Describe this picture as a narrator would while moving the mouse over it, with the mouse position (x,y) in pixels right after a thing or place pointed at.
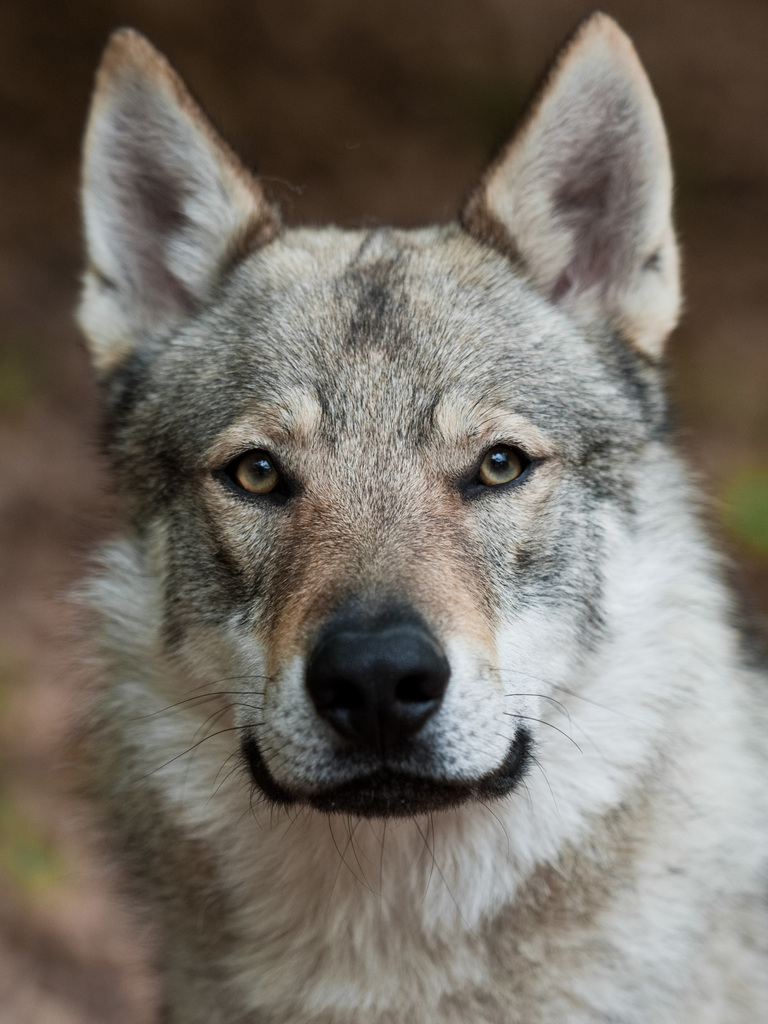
In this image I can see a dog (433,598) which is brown, black and white in color and the blurry background (22,341).
